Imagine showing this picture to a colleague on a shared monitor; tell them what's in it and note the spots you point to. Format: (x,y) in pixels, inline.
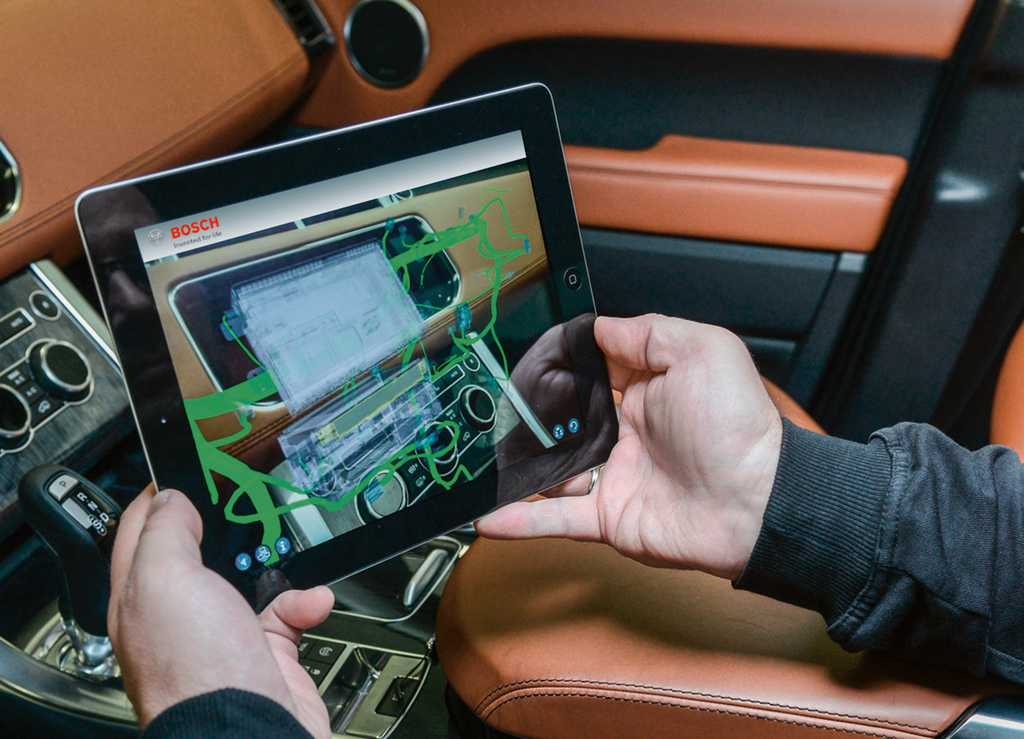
In this image we can see a tab (273,436) in the person's hand (612,356) and the person (605,340) is inside the car (512,562). We can see gear rod (88,598), buttons (46,319) and side door (664,200).
